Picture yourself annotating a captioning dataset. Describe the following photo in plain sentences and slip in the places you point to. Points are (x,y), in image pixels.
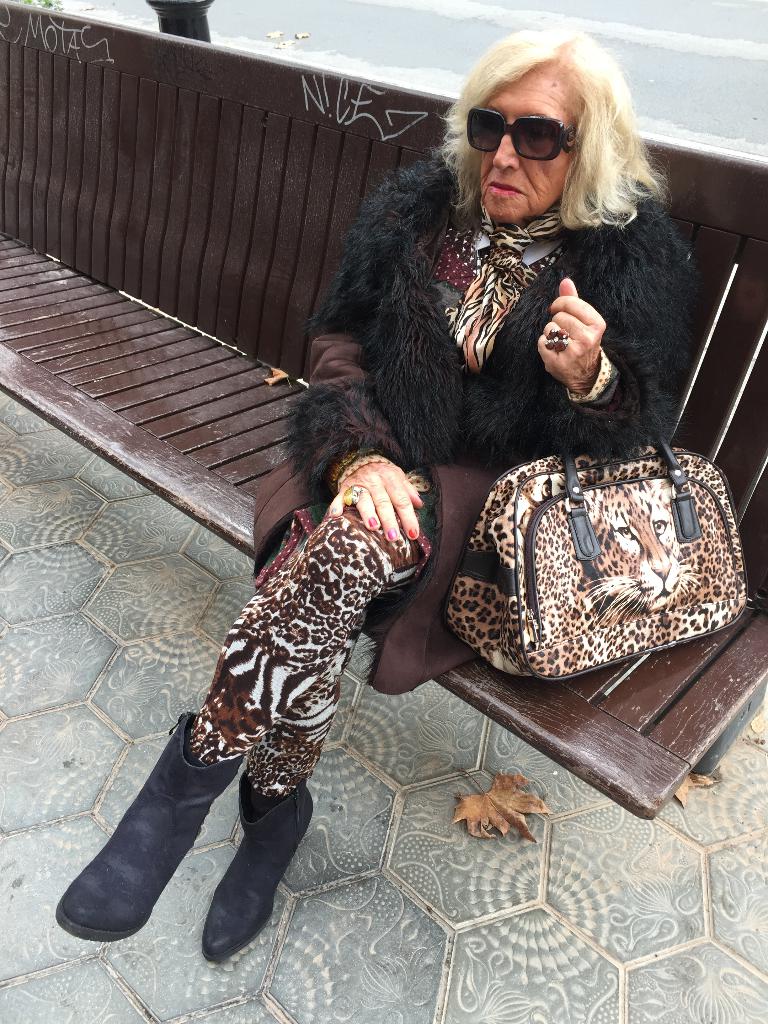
In this picture we can see an old woman (539,299) sitting on bench (631,759) and she is having handbag (568,626). On her handbag (655,538), leopard face (640,575) is visible. She is wearing shoes (119,860) and spectacles (568,136).
